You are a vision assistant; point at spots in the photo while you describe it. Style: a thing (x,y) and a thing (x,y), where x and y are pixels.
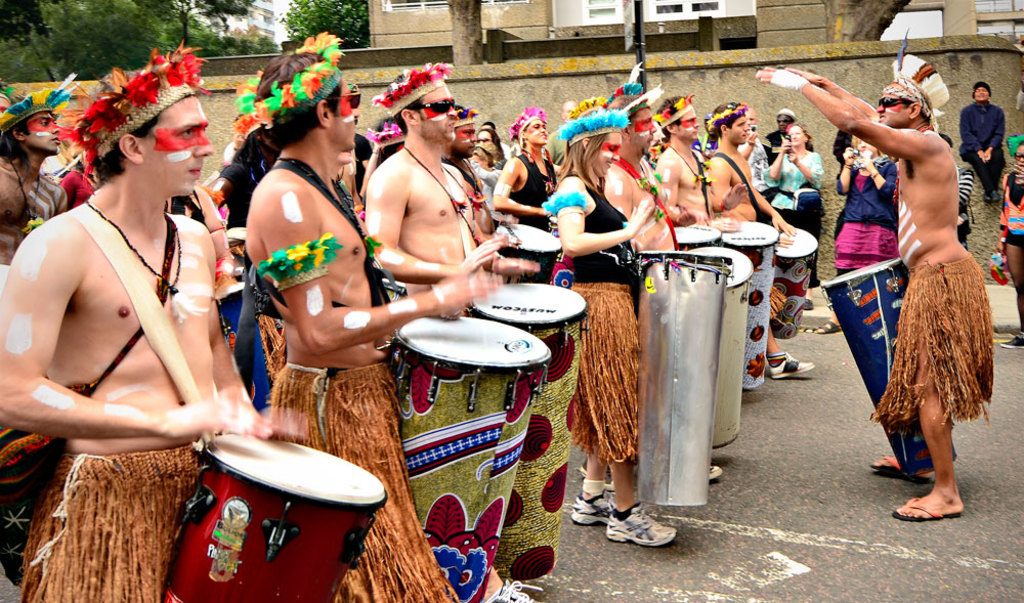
Here we can see some persons (442,274) are playing musical drums (728,403). This is road (827,510). There is a wall (706,93) and this is building (812,14). Here we can see some trees (93,31).
